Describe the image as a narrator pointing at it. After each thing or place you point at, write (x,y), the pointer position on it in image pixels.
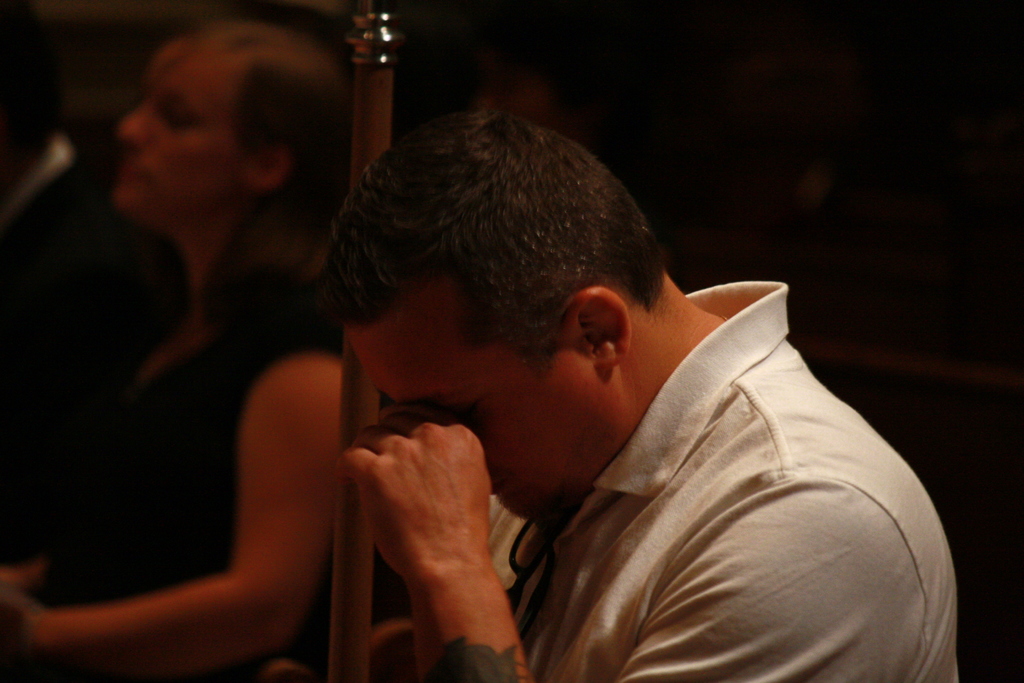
In this image the background (992,616) is dark. On the left side of the image (224,324) a woman (262,433) is sitting on the chair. On the right side of the image (888,499) a man (591,438) is sitting on the chair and there is a pole (342,632).
